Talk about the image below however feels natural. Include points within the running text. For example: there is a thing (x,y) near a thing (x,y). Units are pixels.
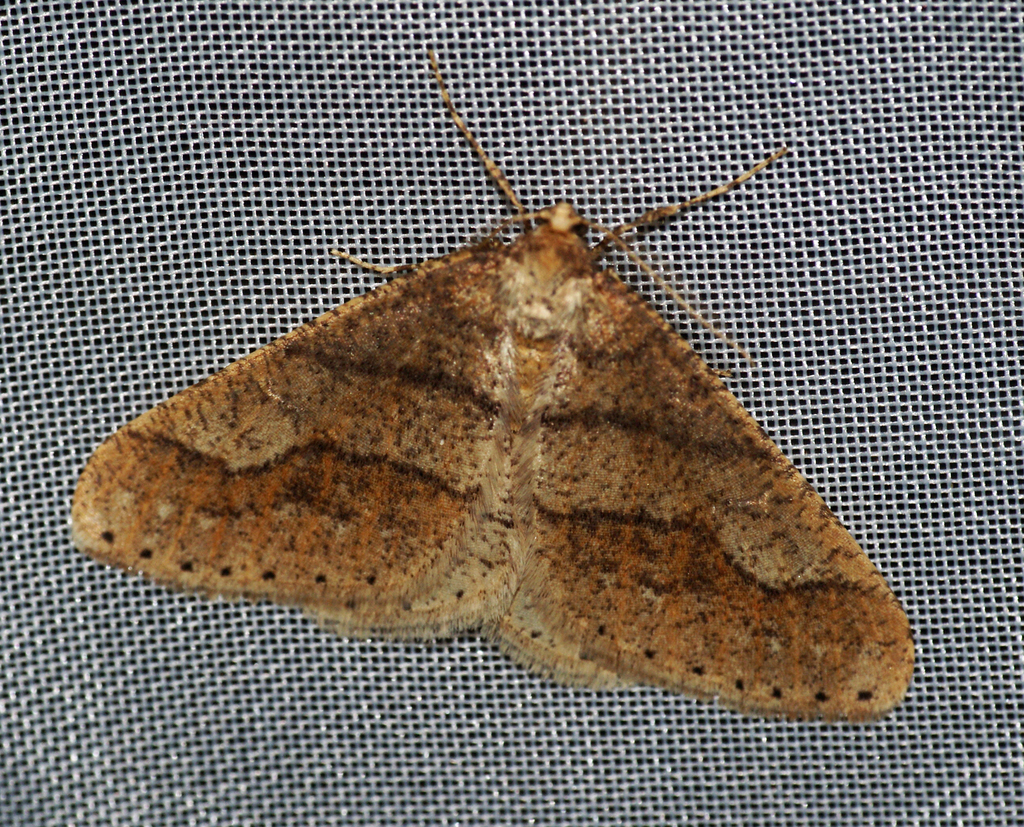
In the center of the image (450,433) there is a moth (504,470).
